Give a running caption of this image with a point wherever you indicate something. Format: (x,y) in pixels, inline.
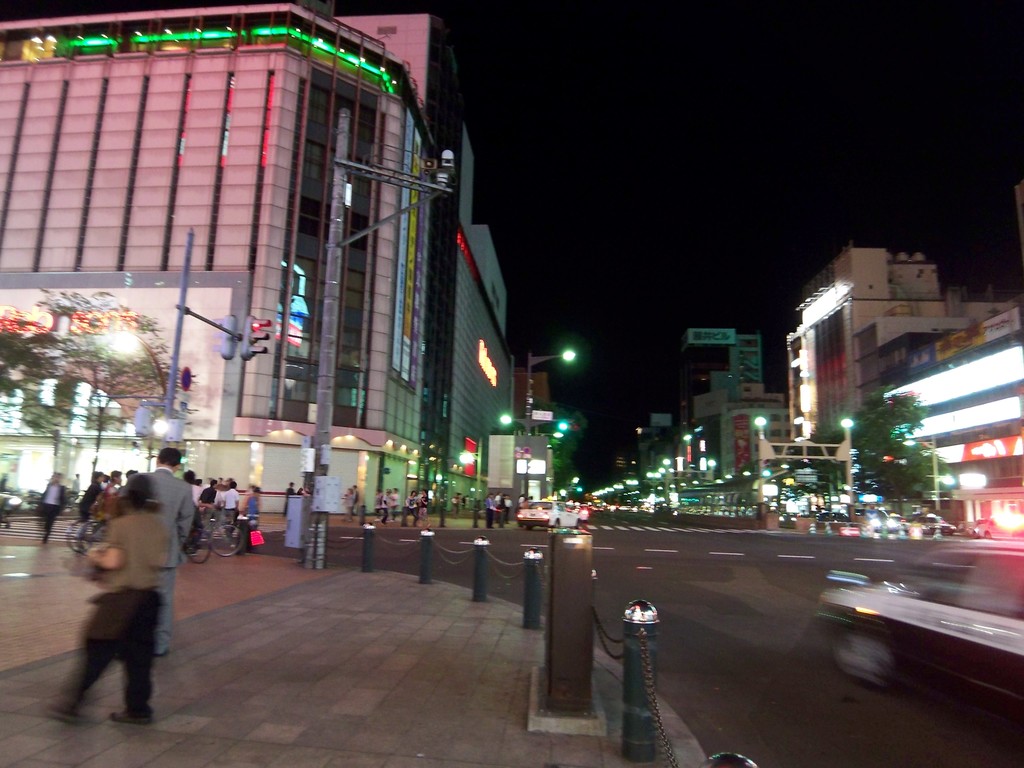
In this picture we can see some people (168,576) are standing, on the right side (977,628) there is a car (984,634), on the left side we can see a tree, in the background (972,436) there are some buildings (849,388), poles (844,442), street lights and traffic lights (219,335), we can see the sky (716,188) at the top of the picture (627,123).
